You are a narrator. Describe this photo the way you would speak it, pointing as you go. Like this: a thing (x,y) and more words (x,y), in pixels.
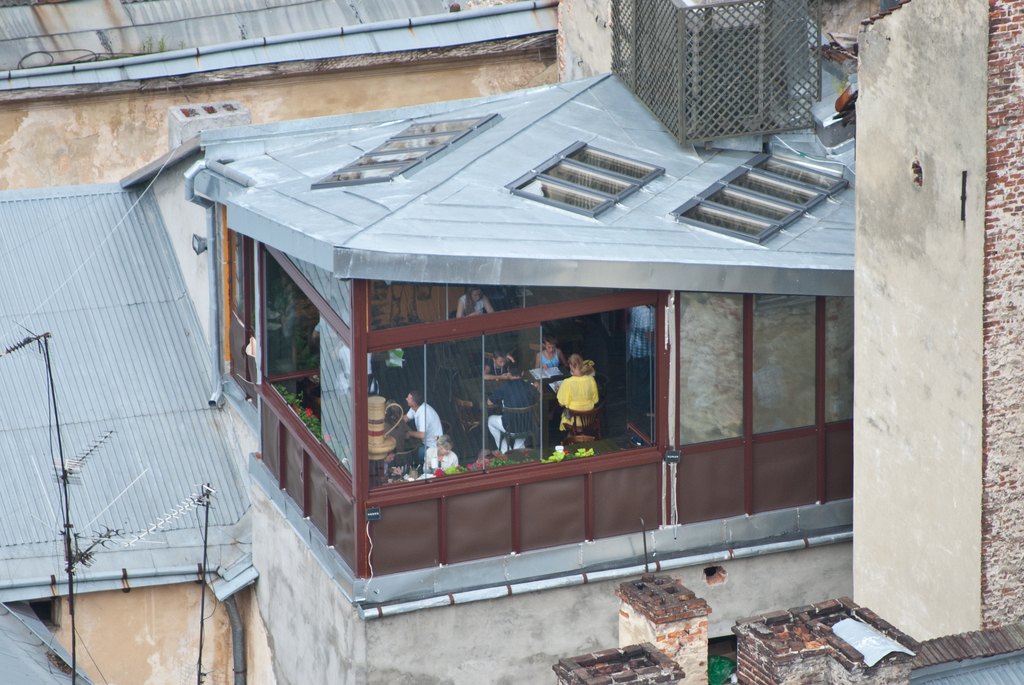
In this image, we can see a shop (611,497), there are some glass windows (423,454), we can see some people (577,404) sitting in the shop (546,273), we can see the wall (983,235).
